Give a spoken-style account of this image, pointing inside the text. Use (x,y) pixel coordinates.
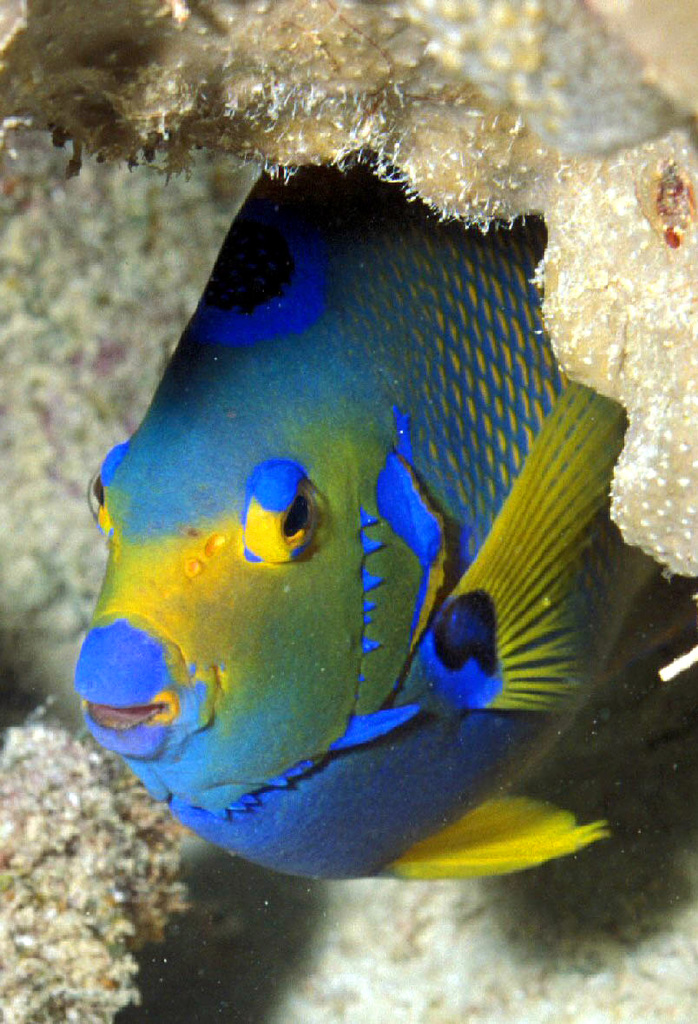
In this picture there is a fish (386,360) in the center of the image (277,392), which is blue and yellow in color.
